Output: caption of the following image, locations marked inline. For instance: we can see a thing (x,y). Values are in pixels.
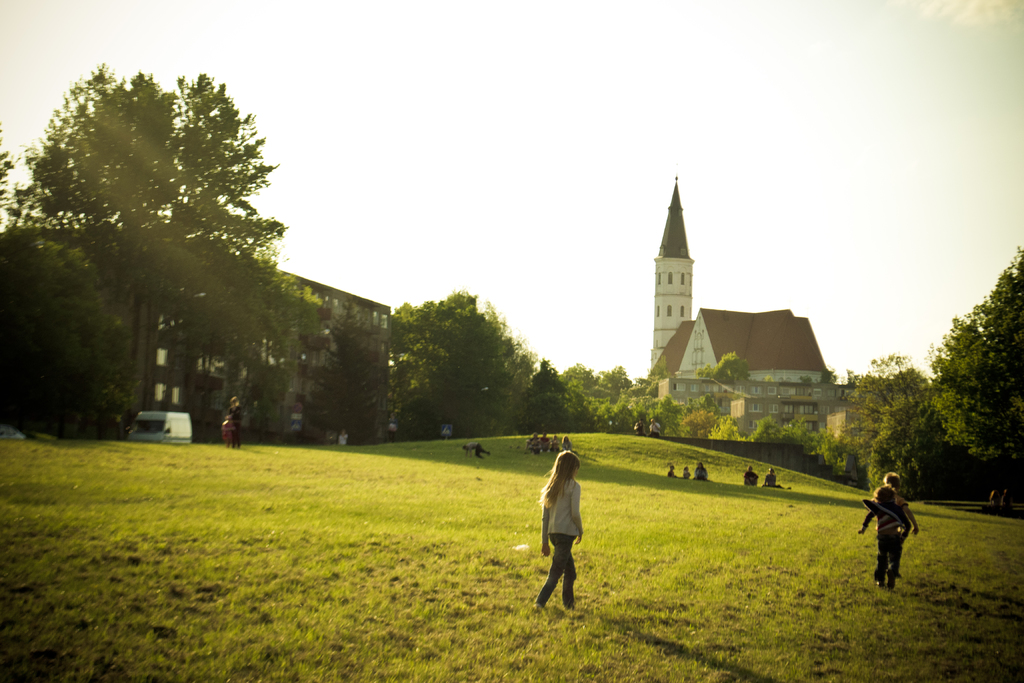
In this image I can see group of people (892,510), some are sitting and some are standing. In front (566,509) the person (550,492) is wearing white color shirt (579,509). In the background (120,259) I can see few trees (176,149) in green color, buildings (693,356) in white and brown color and the sky (554,118) is in white color.
